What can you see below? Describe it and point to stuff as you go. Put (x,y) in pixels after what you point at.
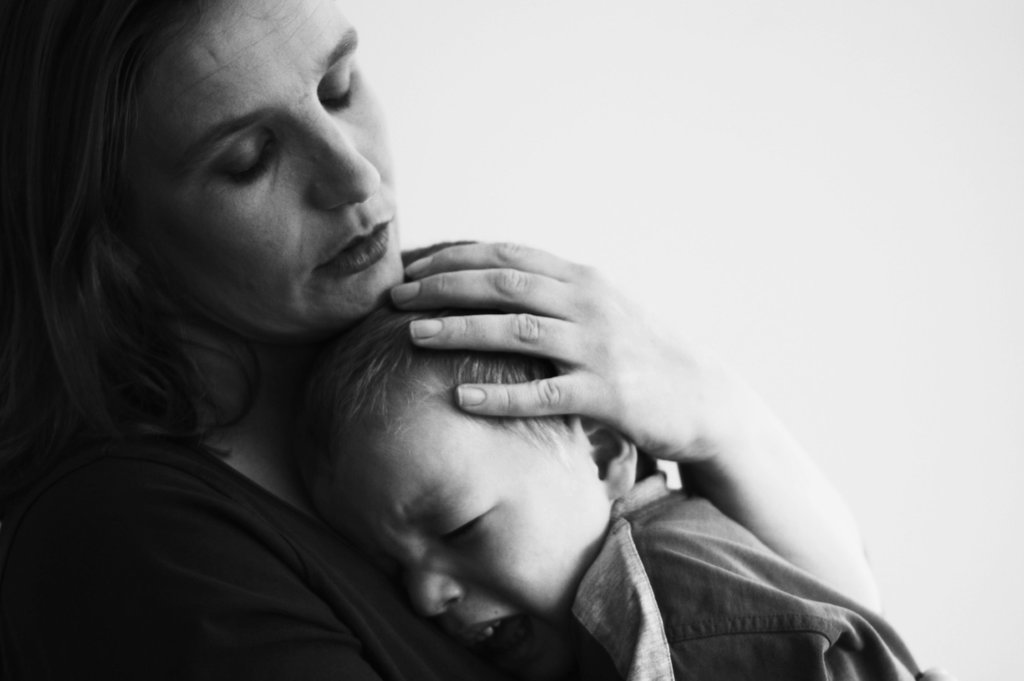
In this picture we can see a woman (317,298) and a kid (424,477), this woman (243,215) is holding the kid (567,496), it is a black and white picture.
